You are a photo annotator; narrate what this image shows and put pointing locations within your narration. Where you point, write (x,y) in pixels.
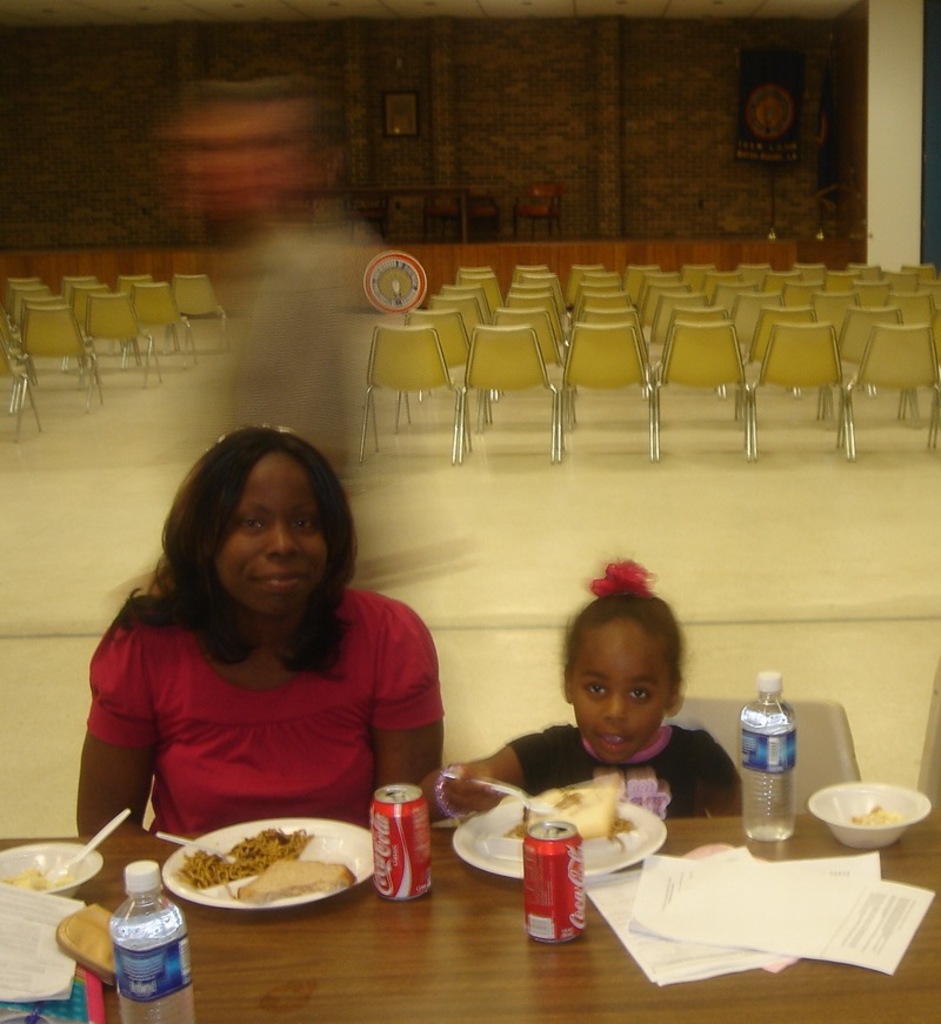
In this picture there is a woman (365,712) and a girl (633,723) sitting on the chair (797,754). There is a bottle (774,796), bowl (834,808), food (560,818) in the plate (167,872), spoon (78,860), papers (759,888), coke tins (551,909) on the table (365,955). There are many chairs (469,343) at the background (518,331).
